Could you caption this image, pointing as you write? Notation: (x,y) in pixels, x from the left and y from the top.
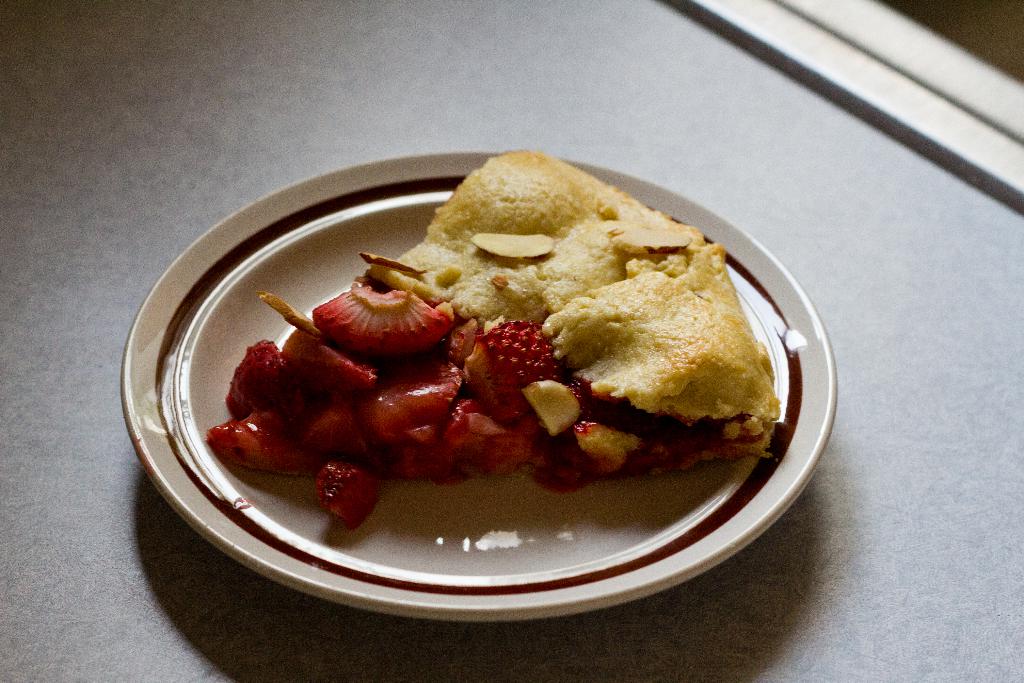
In this picture there is food (621,369) on the plate (824,390). At the bottom (544,634) there might be a table (964,385).
